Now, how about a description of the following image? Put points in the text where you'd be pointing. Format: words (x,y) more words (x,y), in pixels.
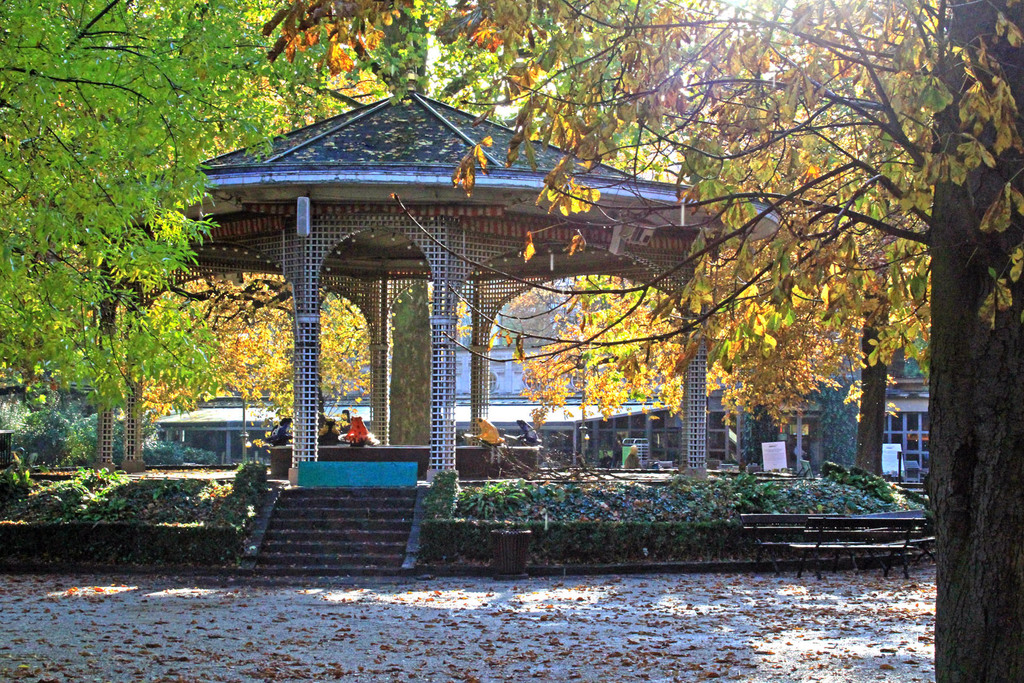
In the image there is a gazebo (295,202), around that there are few trees (960,644) and behind the trees (276,366) there is a building (524,390).
